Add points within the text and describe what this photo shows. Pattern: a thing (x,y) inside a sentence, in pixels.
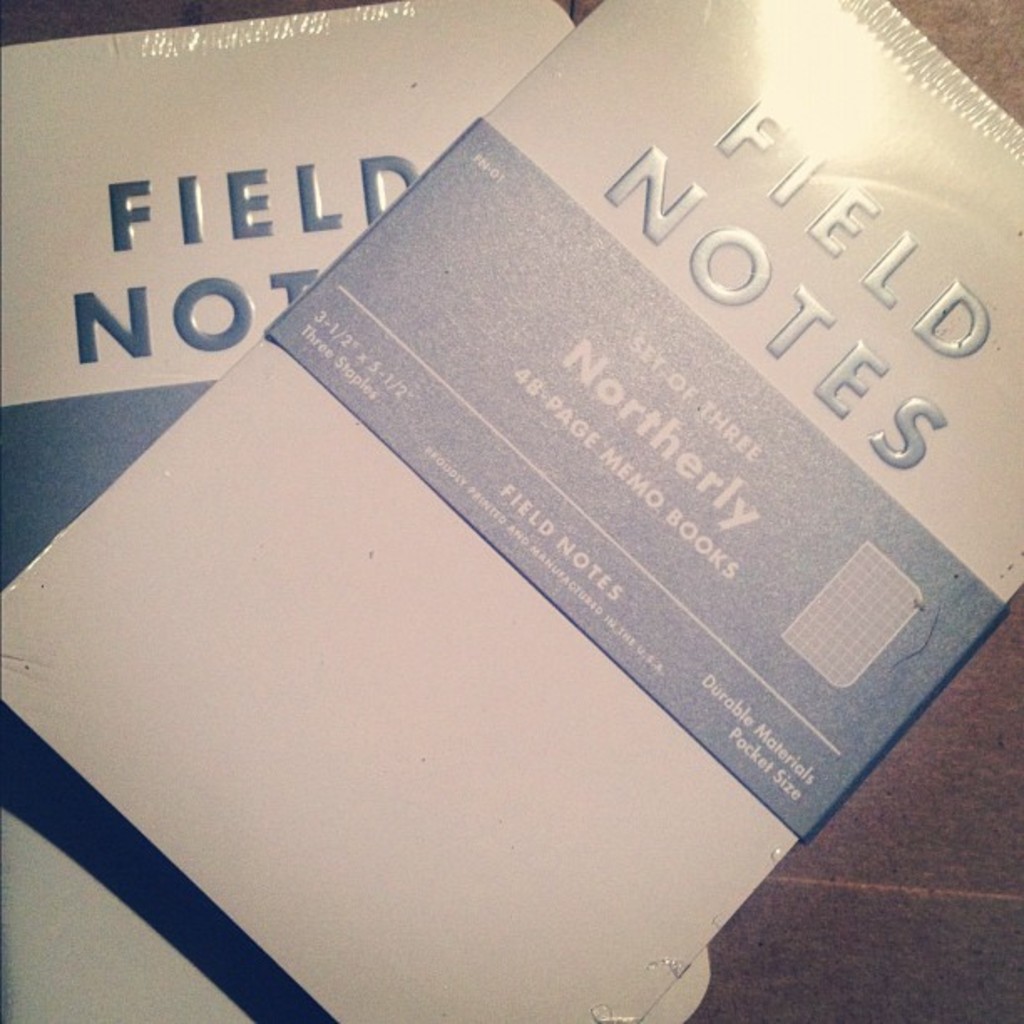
In this image we can see books (709,400) placed on the table (936,796).
